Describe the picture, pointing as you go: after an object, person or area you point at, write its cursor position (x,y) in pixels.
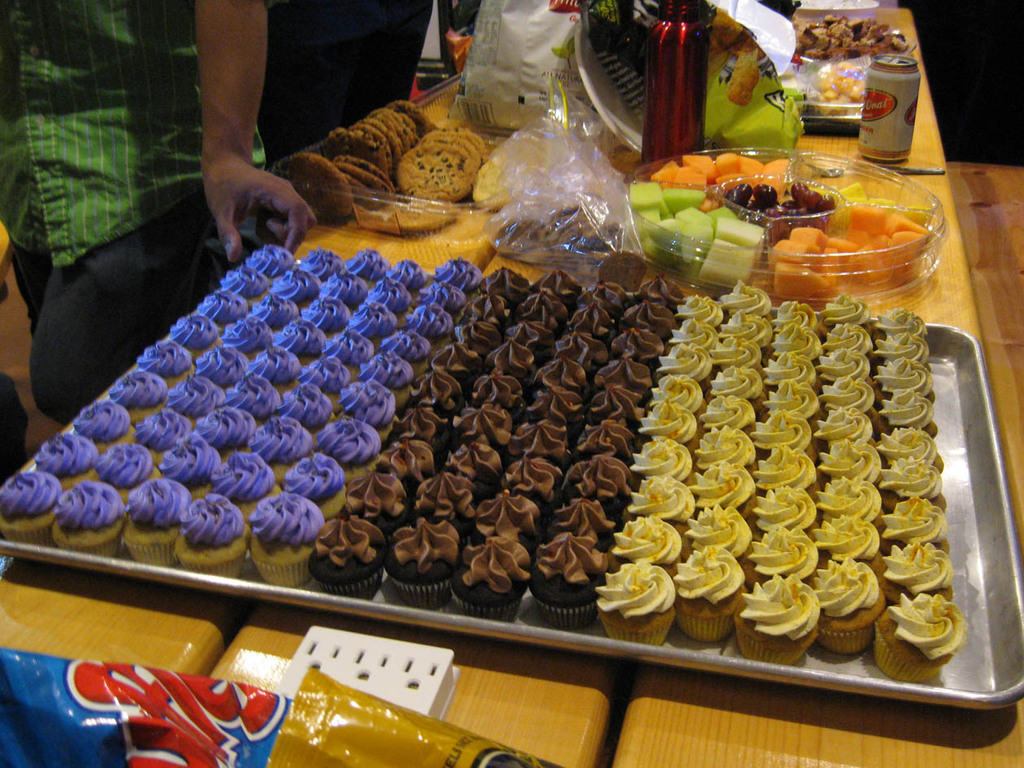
In this image I can see few cupcakes (249,288) in the tray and the cakes (549,467) are in brown, purple and yellow color and I can also see few food items (764,211) on the table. Background (120,53) I can see few persons (191,86) standing.
